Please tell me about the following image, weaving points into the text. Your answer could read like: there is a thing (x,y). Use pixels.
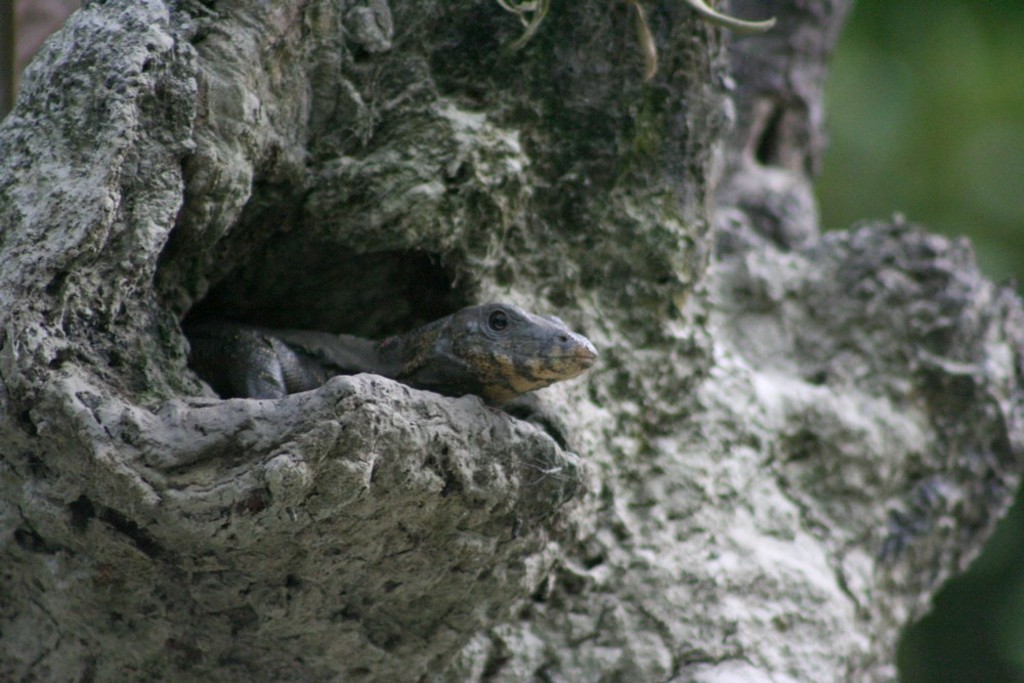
In this picture we can see a lizard (262,355) inside a wooden hole (453,307).
